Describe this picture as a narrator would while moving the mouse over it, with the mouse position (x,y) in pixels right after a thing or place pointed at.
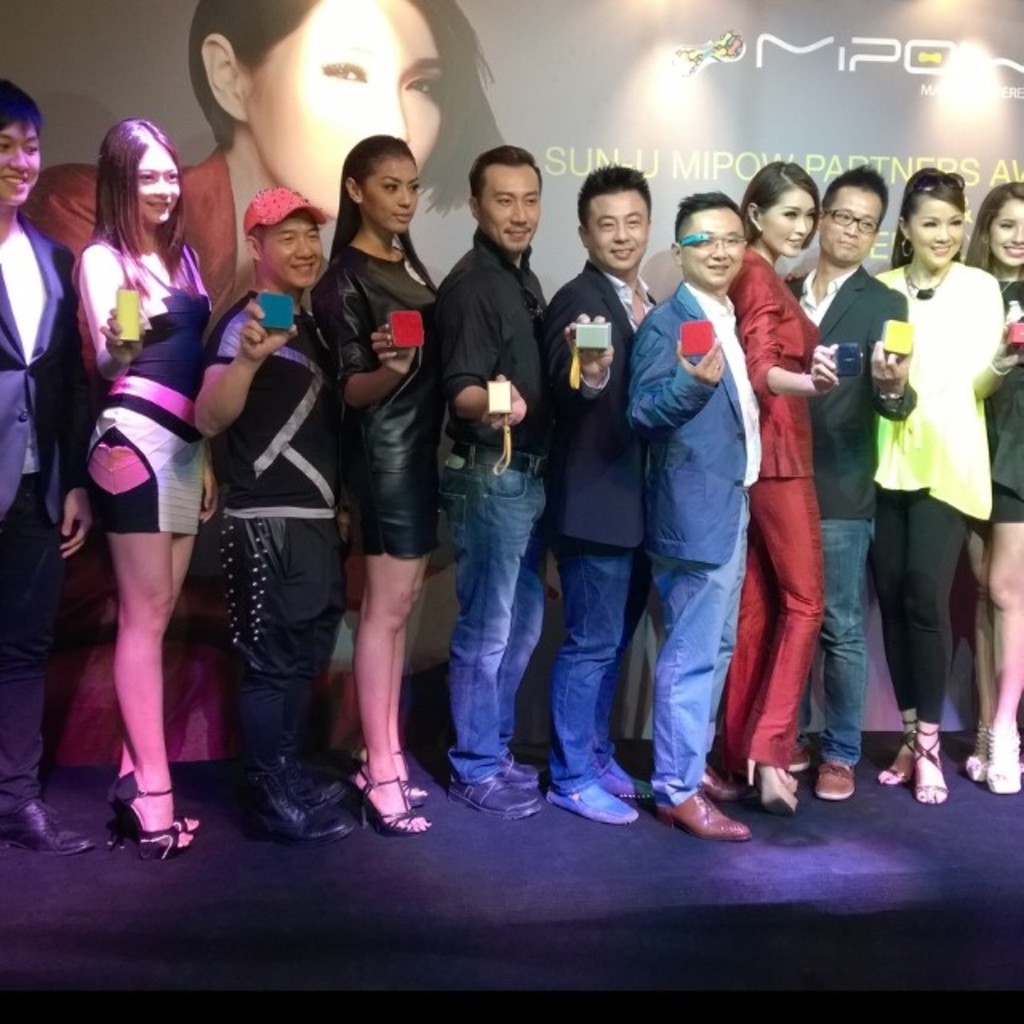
In this image we can see a few people (486,447) standing and holding objects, in the background (329,250), we can see a poster (393,95) with some image (262,137) and text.
